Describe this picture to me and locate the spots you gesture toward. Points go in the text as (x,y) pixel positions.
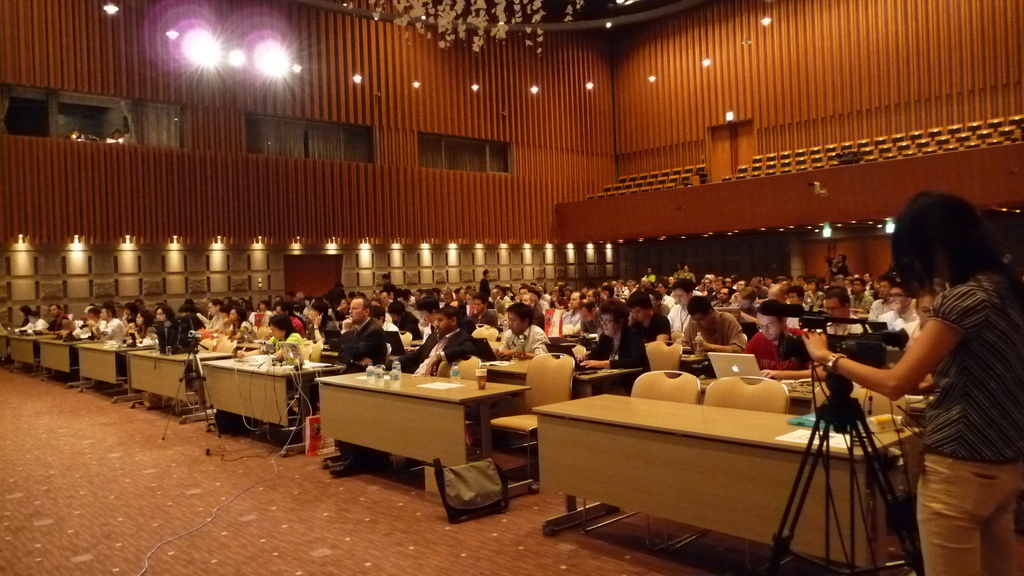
Here we can see some persons (417,293) are sitting on the chairs (761,389). These are the tables (410,387). On the table (329,363) there are bottles (377,366), laptops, and glasses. This is floor (171,519). Here we can see a person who is standing on the floor (603,532). This is camera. On the background (775,222) there is a wall (666,75) and these are the lights (275,65). And this is door (313,278).
